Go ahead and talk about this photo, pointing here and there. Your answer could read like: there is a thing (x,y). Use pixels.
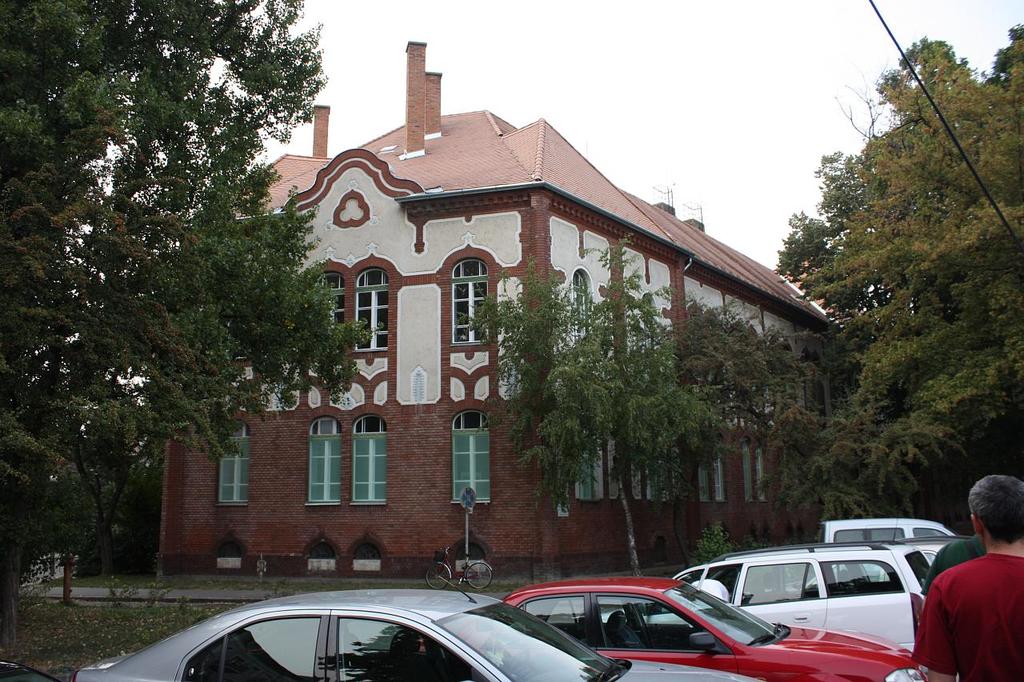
In this image I can see the vehicles (558,622). To the right (1008,594) I can see few people (1017,573). In the background (281,343) I can see the trees (575,368), building (487,355) with windows (386,285) and the sky (831,102).
